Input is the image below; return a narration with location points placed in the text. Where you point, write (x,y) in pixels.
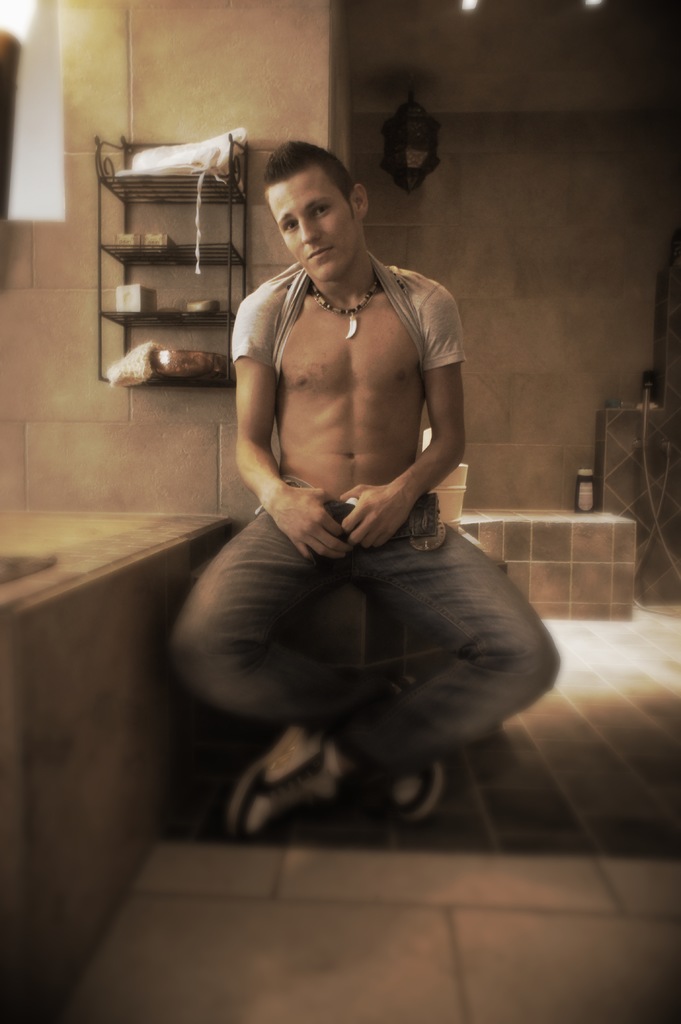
In this picture I can see a man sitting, there are few objects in the rack (103,230), there are some items (644,389), and in the background (538,201) there is a wall (491,201).
